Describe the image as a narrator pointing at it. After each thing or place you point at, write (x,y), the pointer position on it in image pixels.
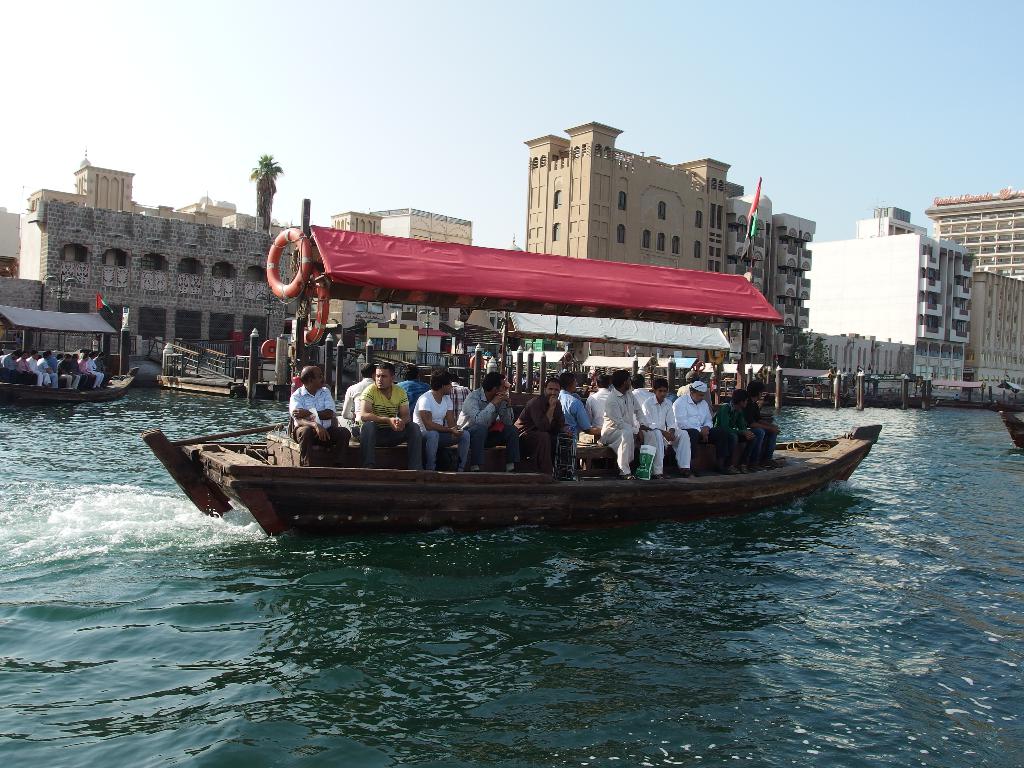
In this picture I can see group of people (525,418) are sitting on the boats (297,283). In the background (226,266) I can see water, buildings (565,173) and the sky (377,90).
